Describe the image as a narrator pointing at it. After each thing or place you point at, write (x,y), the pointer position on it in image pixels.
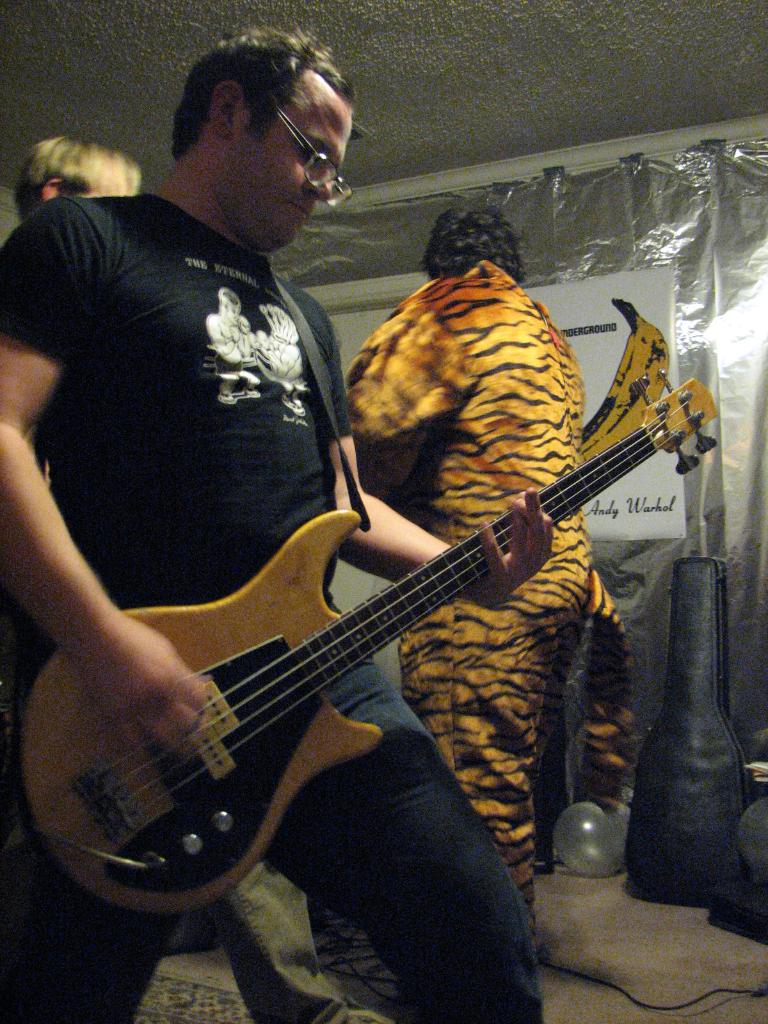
In this picture we can see man (304,511) holding guitar (238,701) in his hand (190,733) wore spectacle (328,177) and in background (516,412) we can see man (496,435) wore tiger costume (437,396) and here we can see plastic cover (716,347) with banner (614,388) to it, balloon (609,847), wire (692,1002).
